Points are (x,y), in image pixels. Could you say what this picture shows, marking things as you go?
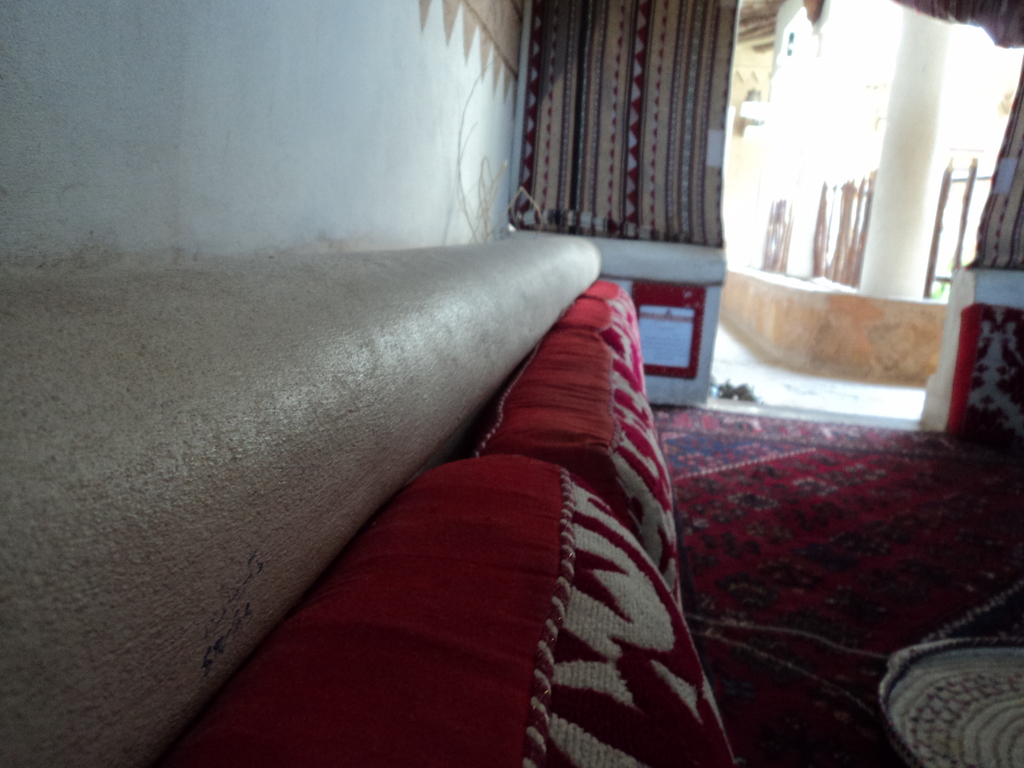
This is an inside view. On the left side (133,300), there is a wall (410,241). Beside the wall (185,198) there are few red color pillows (555,500). On the right side (806,476), I can see a red color mat (799,510) on the floor (778,371). In the Background (738,117) there is a wall (776,148) and I can see few curtains (633,143).
